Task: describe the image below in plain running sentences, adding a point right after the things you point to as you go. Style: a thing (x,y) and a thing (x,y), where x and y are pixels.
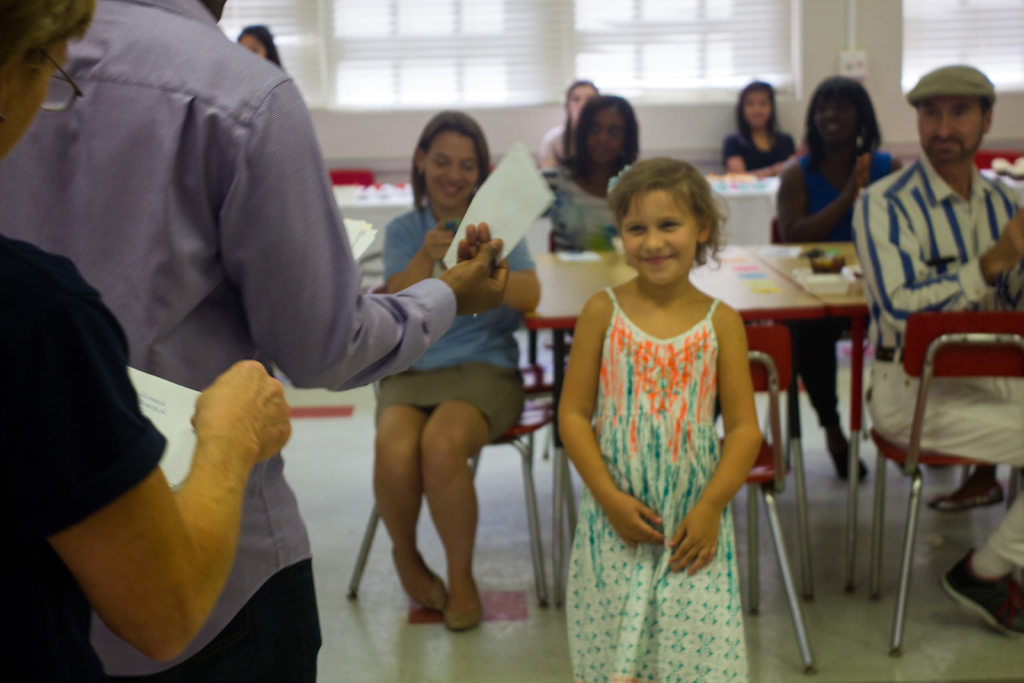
In this image I can see few people (897,434) are sitting on the chairs (897,434) and few people (177,317) are standing and holding papers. I can see few objects (829,277) on the tables (757,296). Back I can see windows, white curtains (483,29) and white wall (835,46).
